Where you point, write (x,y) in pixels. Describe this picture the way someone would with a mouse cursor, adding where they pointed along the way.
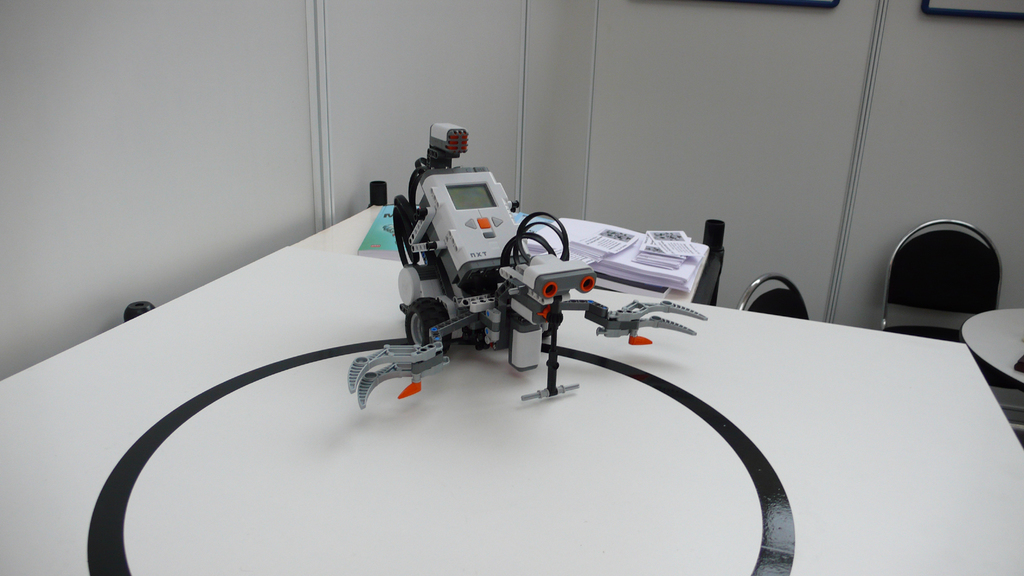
This image consists of a robot (519,343) kept on a table (652,514). The table (695,489) is in white color. In the background (459,44), there is a wall (574,62) in white color. There are two chairs (901,292) in this image.
